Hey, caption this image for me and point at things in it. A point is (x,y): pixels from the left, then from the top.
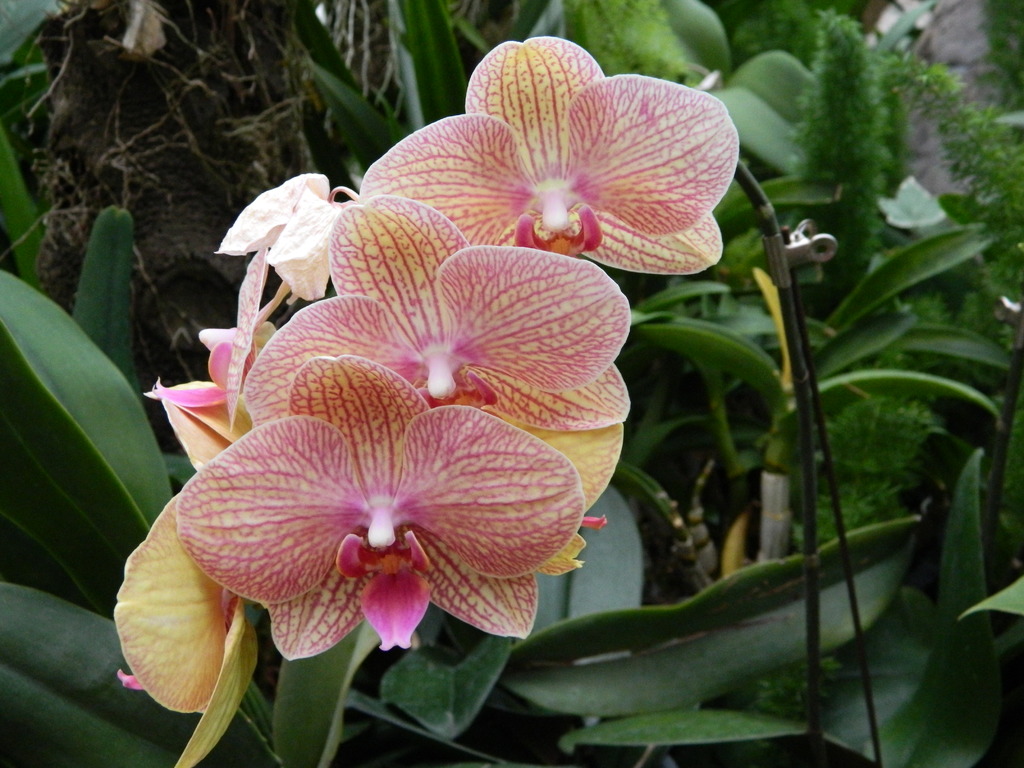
In this image, I can see the plants (415,475). These are the flowers (455,430), which are pinkish in color. I can see the leaves (636,656), which are green in color. This looks like a wire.
